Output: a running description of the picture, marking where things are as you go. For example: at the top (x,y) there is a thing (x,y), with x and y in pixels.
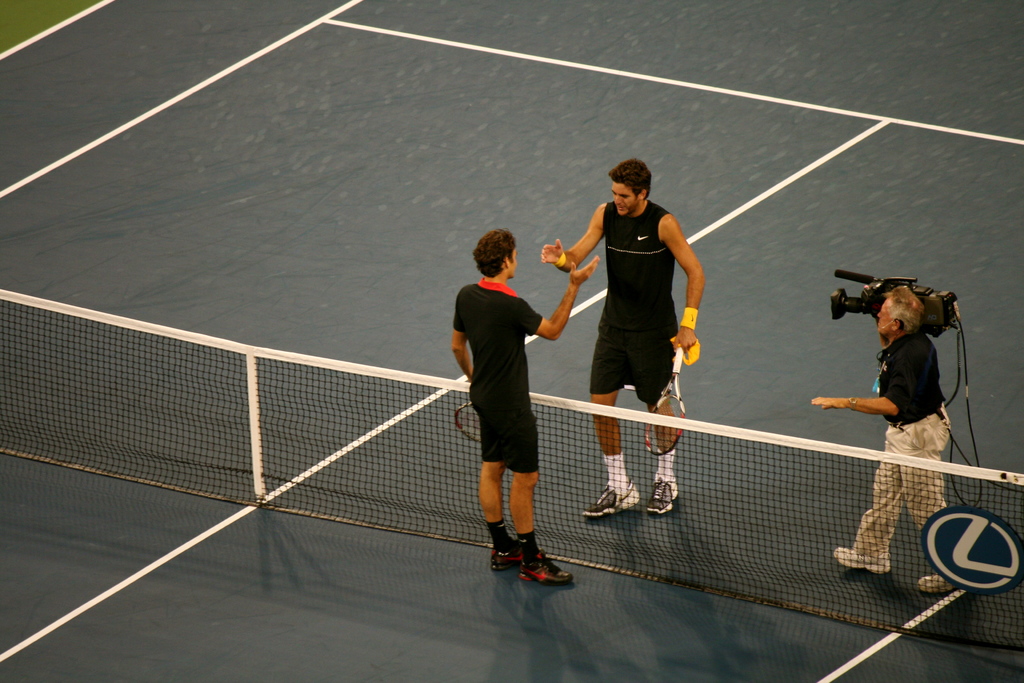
In this image it look like there are two tennis players (583,270) who are standing near the net (573,436) and trying to shake their hands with each other. On the right side (916,350) there is a man (913,380) who is standing on the floor (856,373) by holding the camera (952,309).
